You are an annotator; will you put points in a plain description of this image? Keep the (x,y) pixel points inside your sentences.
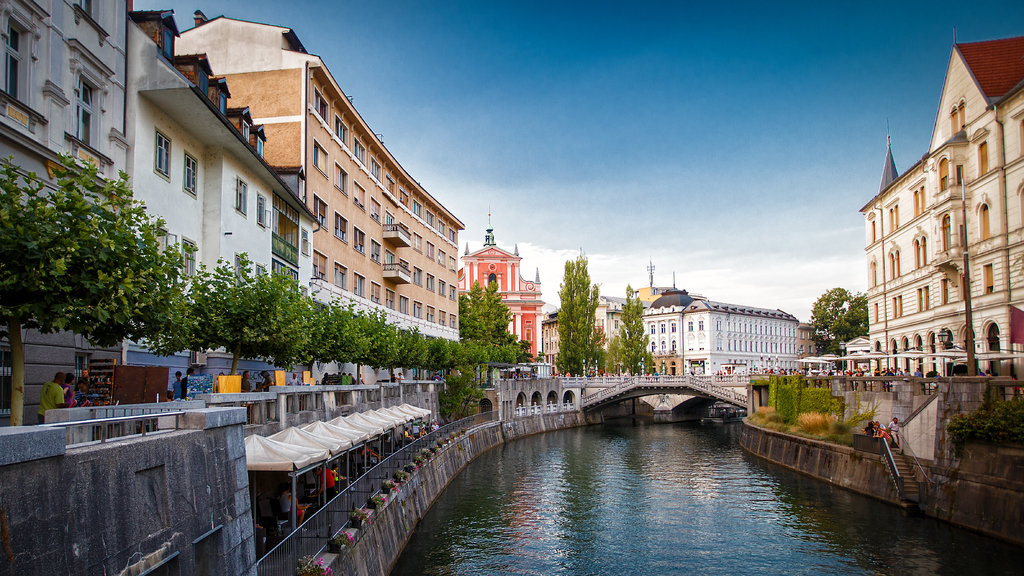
In the image I can see canal (500,495) in which there is a bridge (707,391) and also I can see some trees (639,316), plants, buildings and some other people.
